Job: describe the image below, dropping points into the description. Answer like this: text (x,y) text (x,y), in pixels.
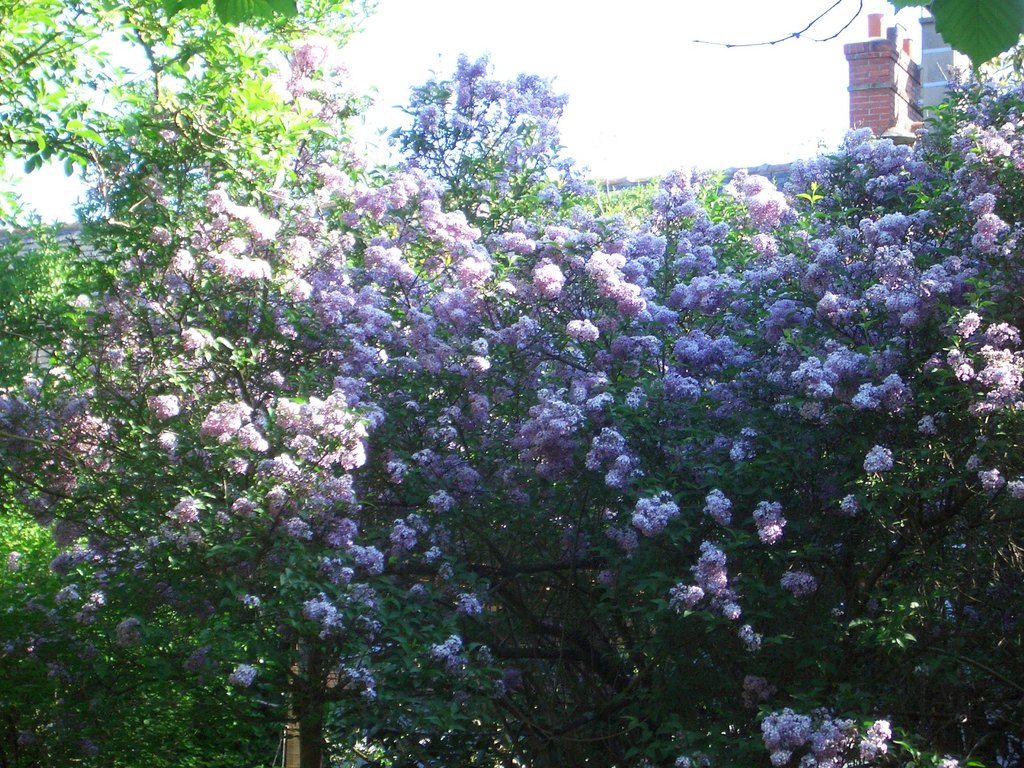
In this image, there are some green color plants (165,651) and there are some flowers (862,363) on the plants (614,393), at the top (629,112) there is a sky (591,52).
